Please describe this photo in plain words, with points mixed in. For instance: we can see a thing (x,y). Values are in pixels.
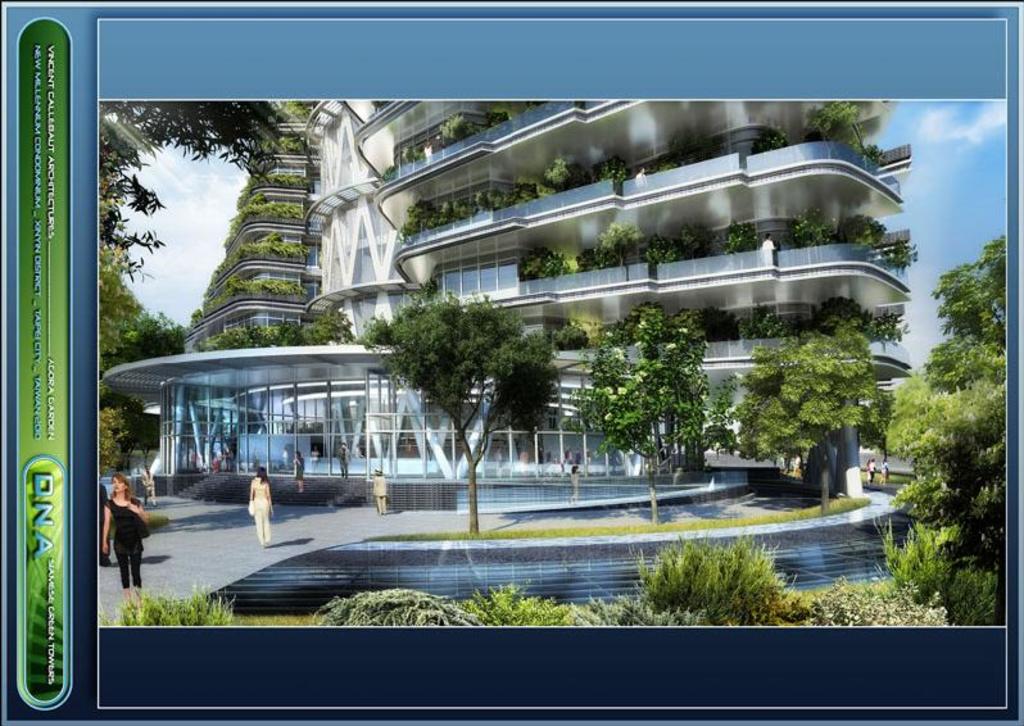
In the center of the image (616,318) we can see the sky (978,181), clouds (184,282), one building (644,285), fences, trees (931,425), plants (636,318), grass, poles (840,455), few people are standing, few people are holding some objects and a few other objects (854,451). On the left side of the image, we can see some text (49,78).
